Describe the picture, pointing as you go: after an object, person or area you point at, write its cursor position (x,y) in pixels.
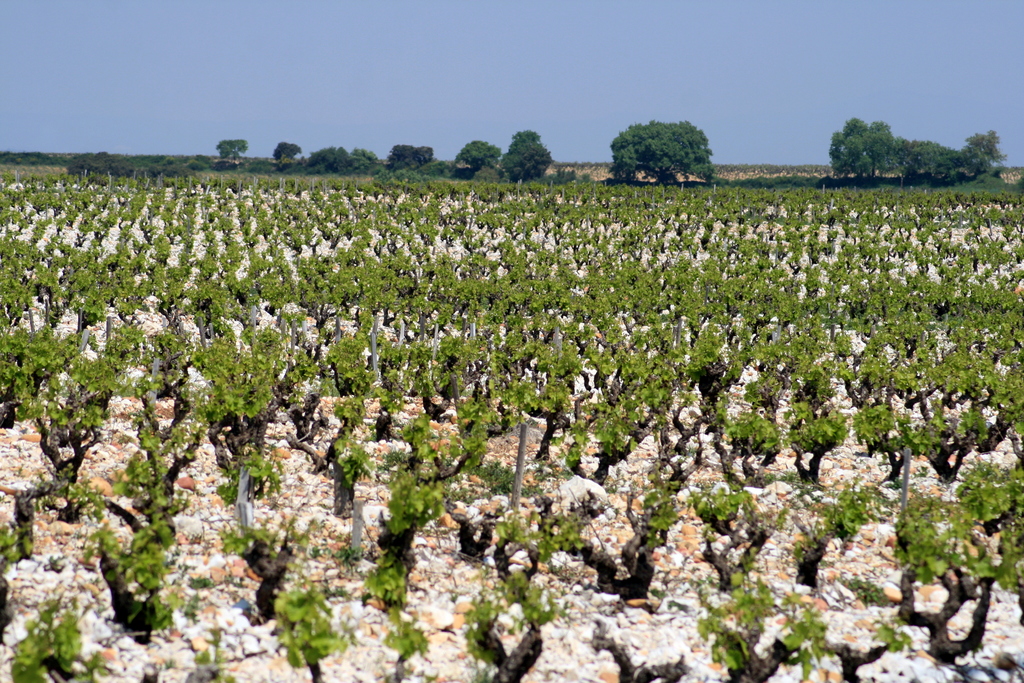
This image consists of some plants (486,394) in the middle (575,280). There are trees (977,157) at the top (857,155). There is sky (341,95) at the top (737,75).
